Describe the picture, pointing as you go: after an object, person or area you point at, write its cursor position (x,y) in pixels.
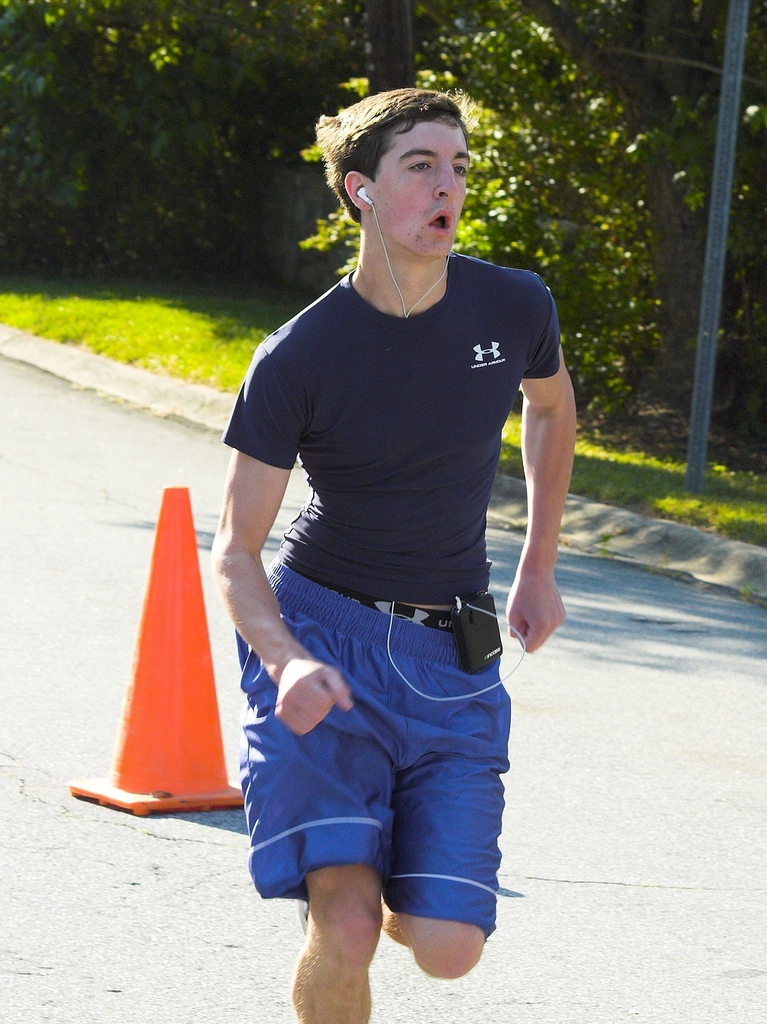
In the picture we can see a man (457,673) running he is wearing a blue T-shirt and in the background (604,374), we can see grass path (637,485), plants (611,381) and a pole (698,472).
